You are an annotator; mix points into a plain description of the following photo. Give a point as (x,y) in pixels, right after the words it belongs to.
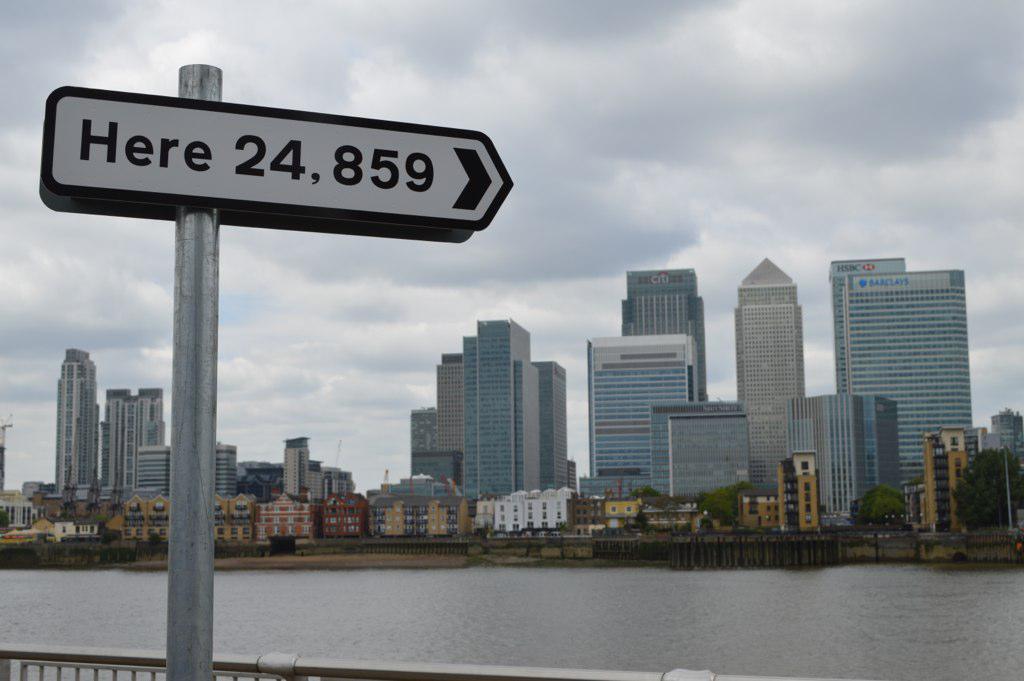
In this image there is a pole (192,420) on the left side (196,302) to which there is a directional board (339,169). At the bottom (518,591) it looks like a lake (626,604). In the middle (473,398) there are so many tall buildings (565,397) one beside the other. At the top (723,43) there is the sky (658,73). At the bottom (95,666) it looks like a fence (285,670).
